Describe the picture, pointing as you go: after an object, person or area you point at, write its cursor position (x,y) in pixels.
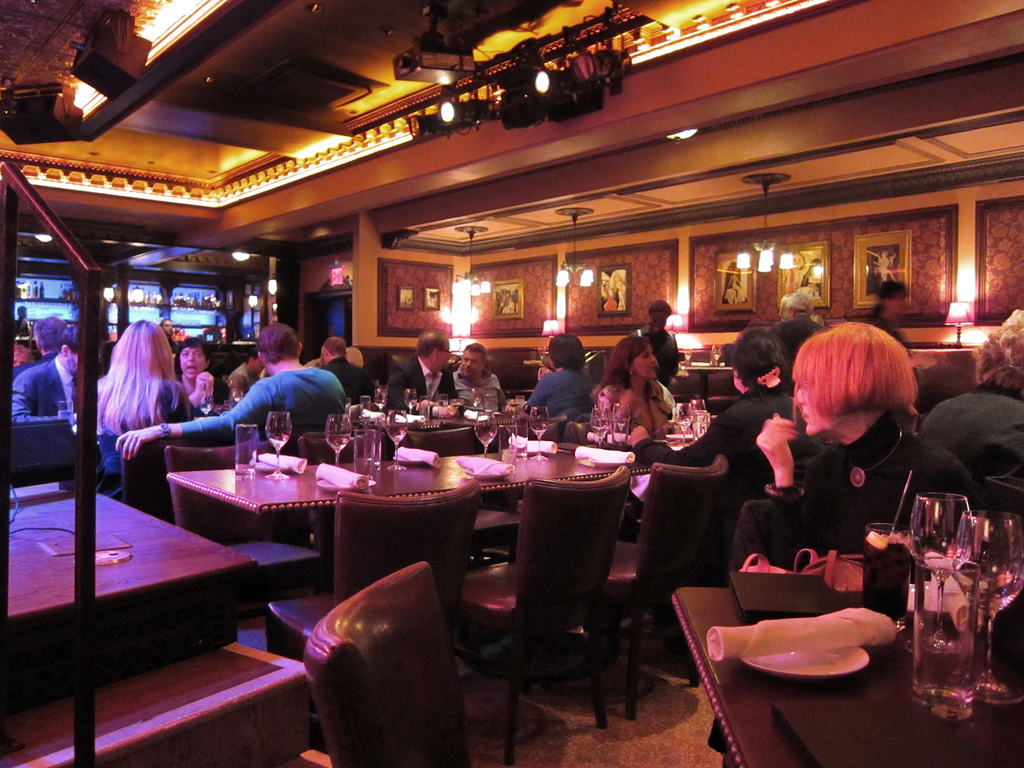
In this image I can see number of people (472,352) are sitting on chairs (546,573). I can also see few tables (378,484) and on these tables (423,479) I can see few glasses (906,593), a plate (853,651) and few towels (620,455). In the background (799,253) I can see few lights (746,268) and number of frames (798,254) on this wall (969,284).
